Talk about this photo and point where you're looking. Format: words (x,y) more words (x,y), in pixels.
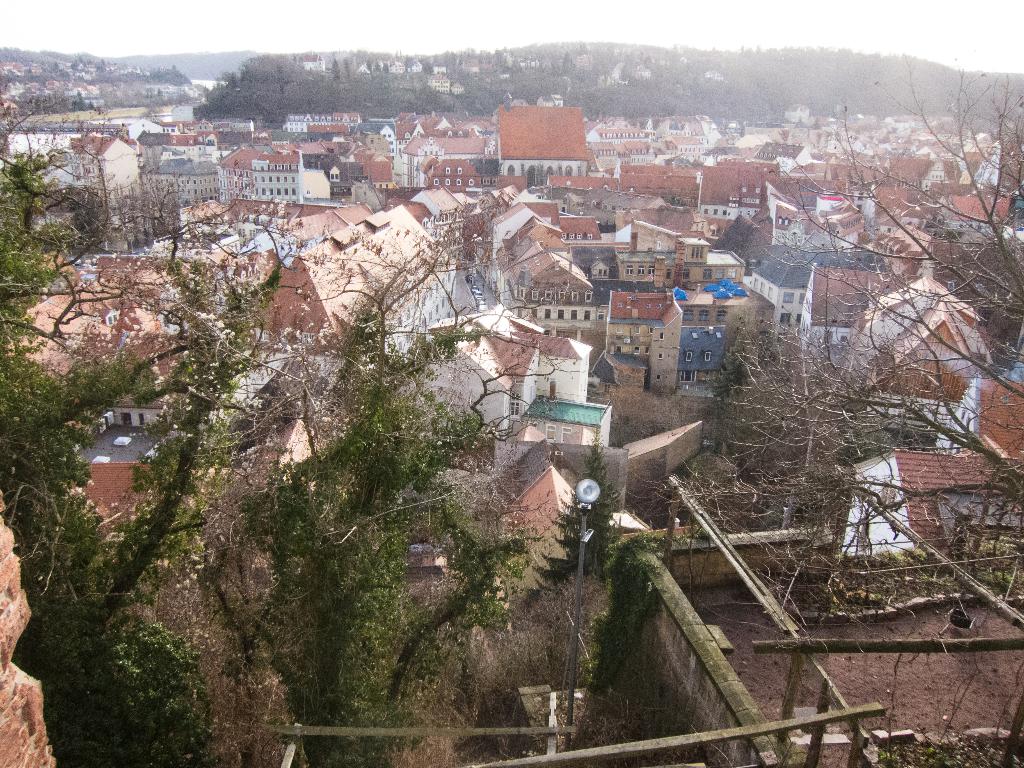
In this image I can see there are trees (450,432) and buildings (589,374). At the top (551,12) it is the sky (493,22).
